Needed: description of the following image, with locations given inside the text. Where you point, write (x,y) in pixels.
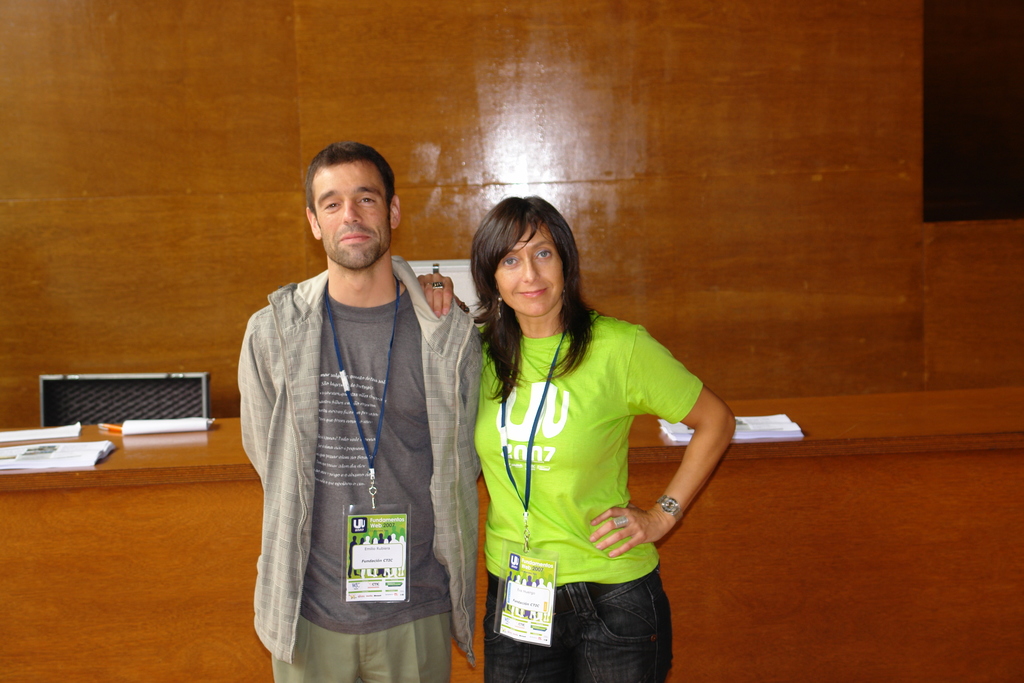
In the middle of the image (343,233) two persons (525,215) are standing and smiling. Behind them there is a table (916,419), on the table (912,436) there are some papers (88,457) and pens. At the top of the image (970,38) there is wall (31,33).
